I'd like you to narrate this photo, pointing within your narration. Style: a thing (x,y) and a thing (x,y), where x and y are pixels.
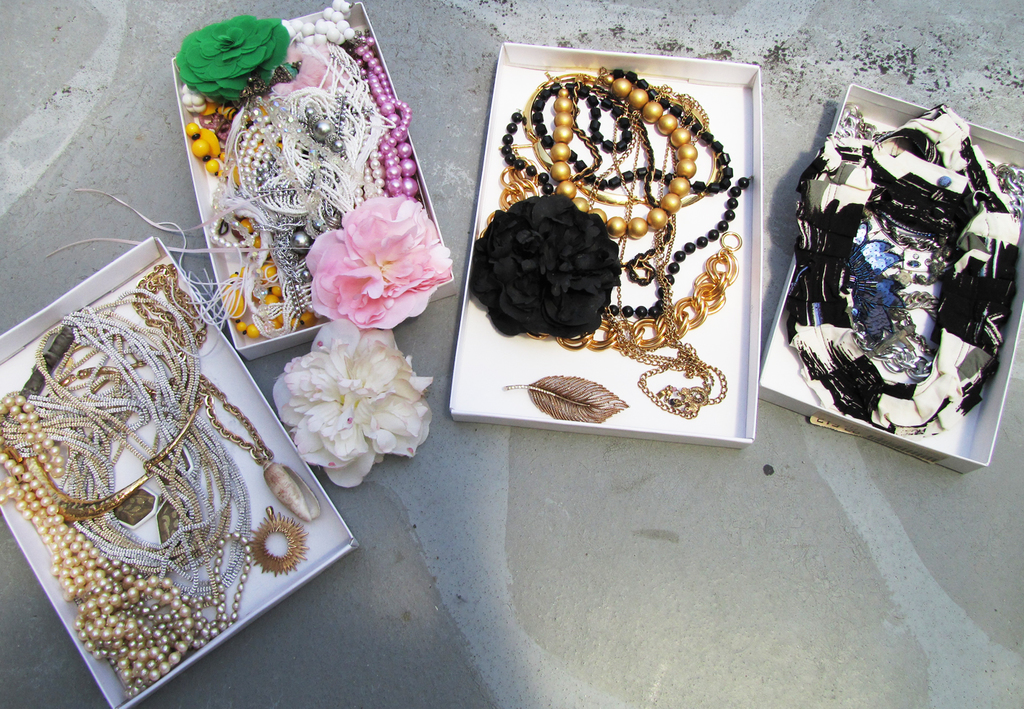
We can see pearls chains (112,532), flowers (340,243), feather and some ornaments (96,389) in boxes (551,358) and we can see a white flower (375,421) on the surface (367,521).
